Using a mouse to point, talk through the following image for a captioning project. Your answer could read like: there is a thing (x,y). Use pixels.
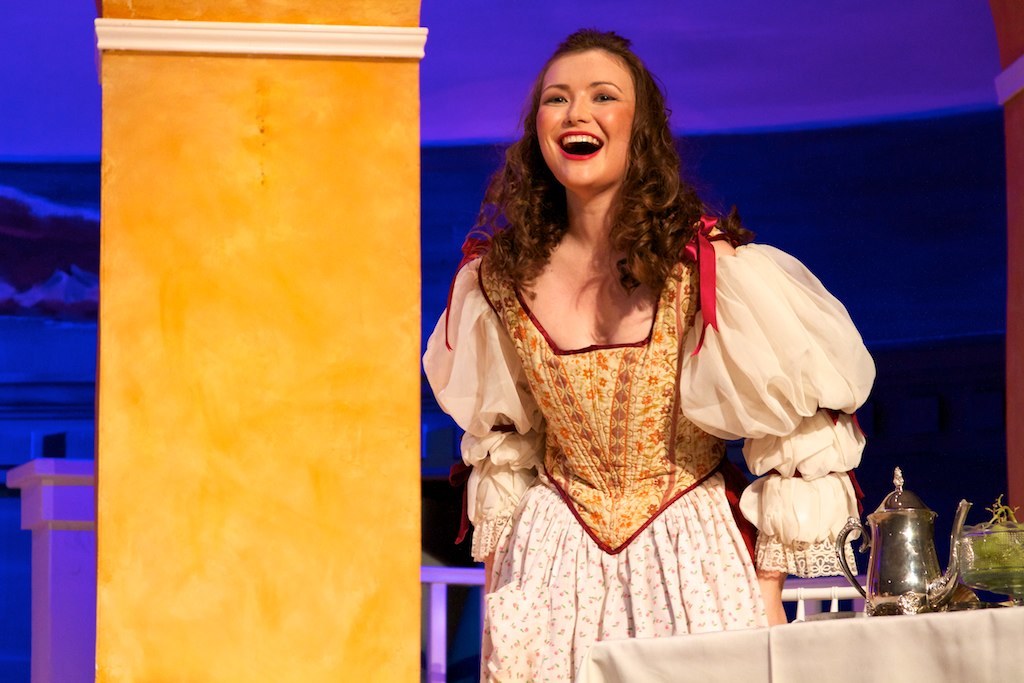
In this picture we can see a woman (496,365) standing and smiling. There is a kettle (928,596), white cloth (665,681) and a bowl (1013,546) on the right side (795,619). We can see a few pillars (204,575) in the background (284,398).
